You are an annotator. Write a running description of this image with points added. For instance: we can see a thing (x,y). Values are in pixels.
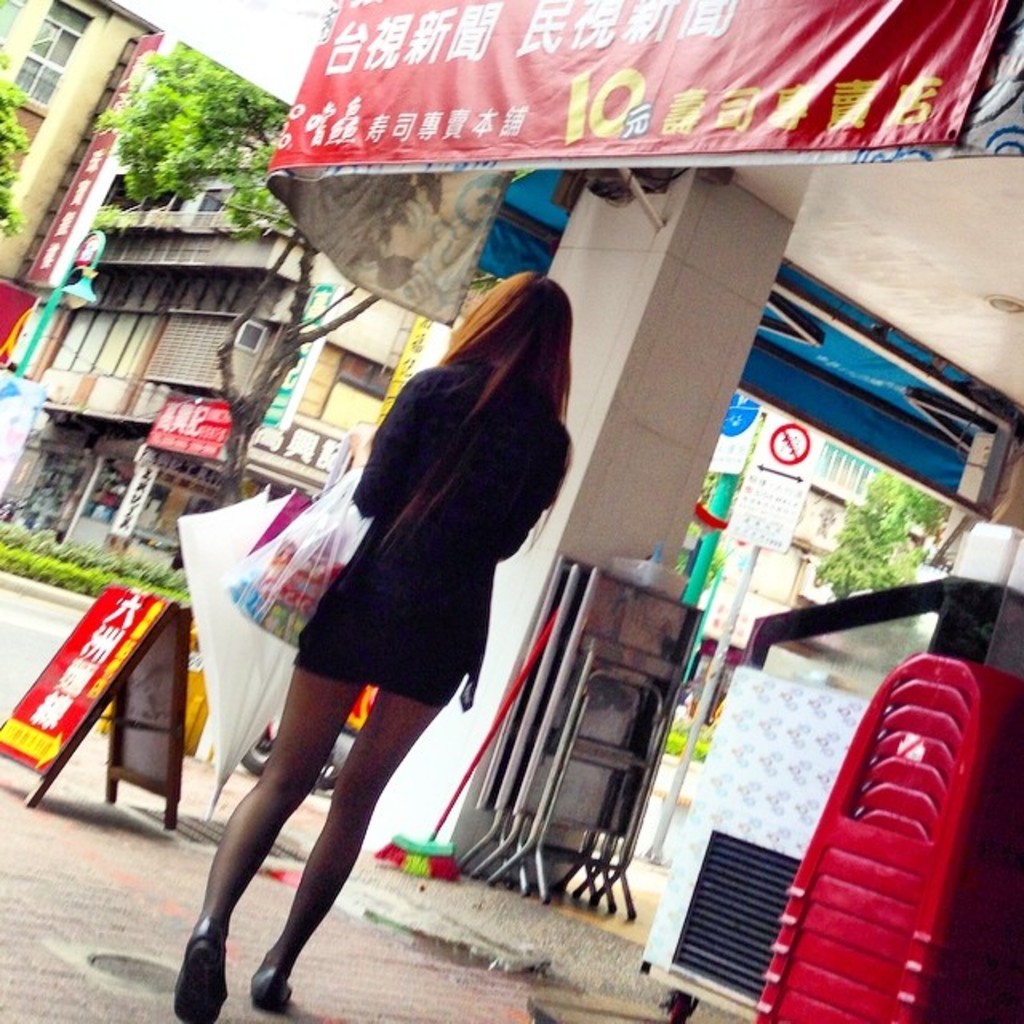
In this picture we can see a woman (308,903) on the ground (48,928), she is holding an umbrella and carrying a polythene cover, here we can see buildings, trees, stools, plants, banners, posters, sign board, poles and some objects (720,864).
